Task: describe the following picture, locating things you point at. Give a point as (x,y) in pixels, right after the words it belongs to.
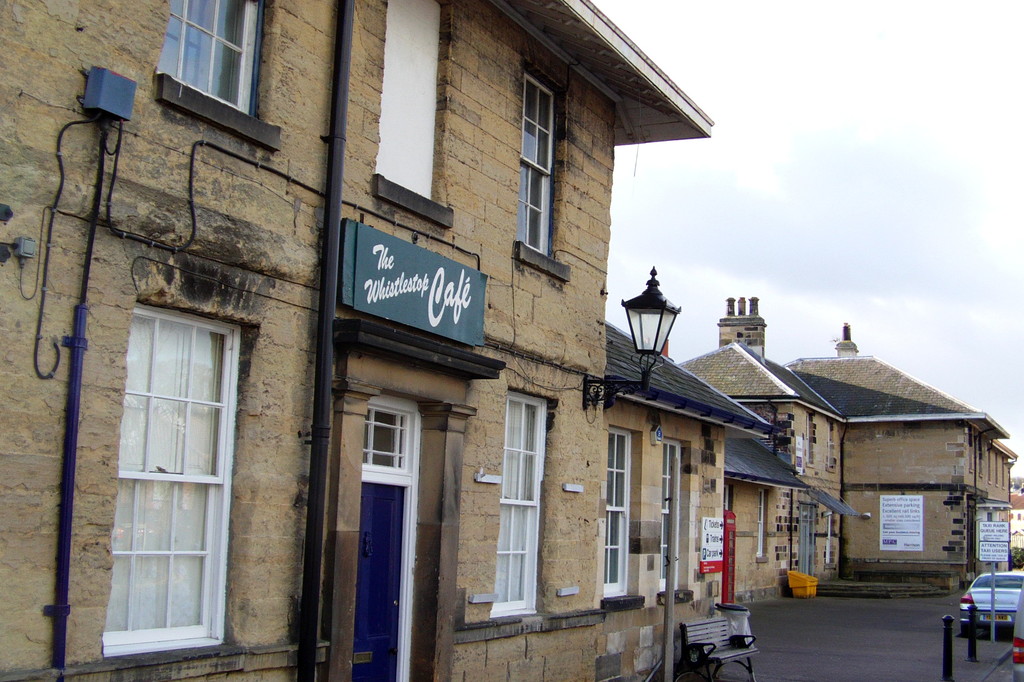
This picture is clicked outside the city. In front of the picture, we see a building (436,245). It has windows (534,526) and a door (382,529). We see a board (340,296) in blue color with some text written on it. We even see the light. At the bottom (756,627), we see the road (756,642) and a bench (689,645). In the bottom right (978,626), we see the poles (994,618) and the cars (963,610) are moving on the road (836,606). In the background (857,559), we see the buildings (857,559) and an object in yellow color. In the top right (828,117), we see the sky (828,117).
